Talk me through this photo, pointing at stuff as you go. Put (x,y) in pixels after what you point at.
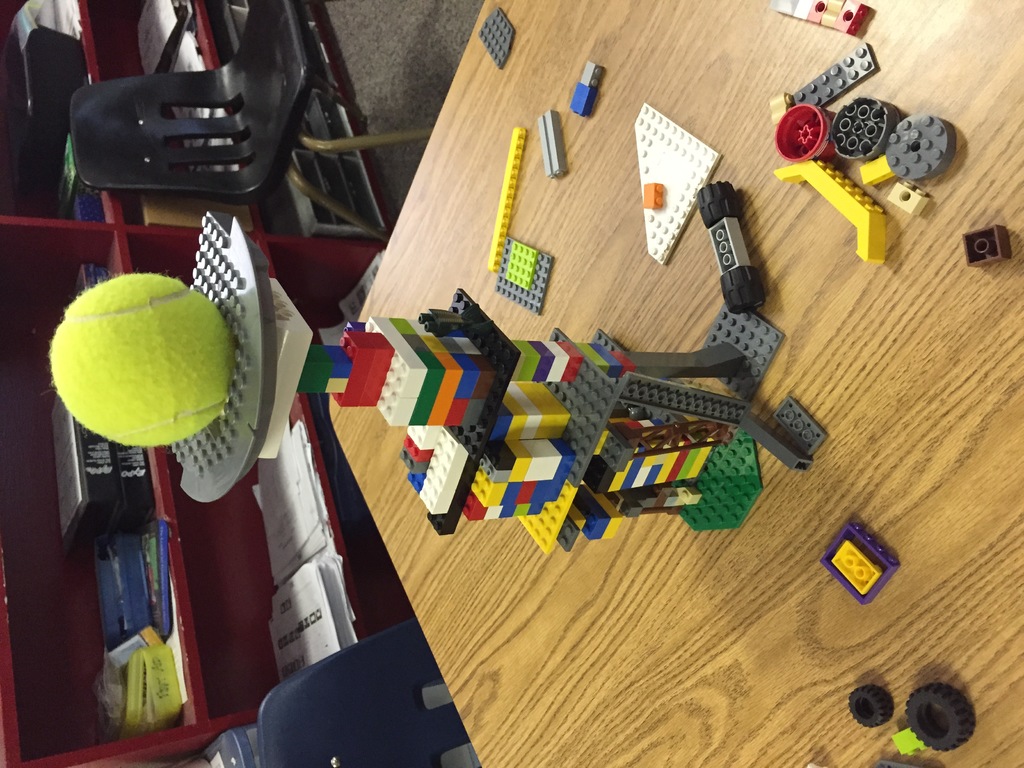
In this image we can see a tennis ball (183,367) placed on group of Lego toys (279,410) on the table (885,483). In the background (317,515), we can see group of books (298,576) and papers (317,599) placed in racks (76,254) and chairs (270,39) placed on the ground (359,32).
